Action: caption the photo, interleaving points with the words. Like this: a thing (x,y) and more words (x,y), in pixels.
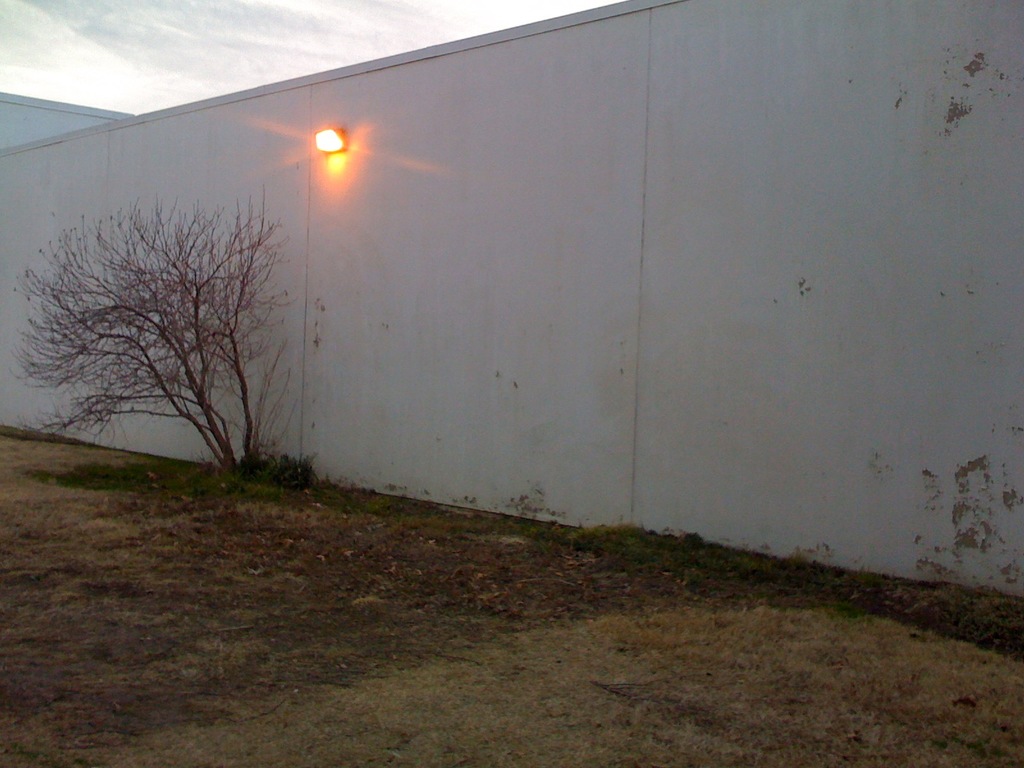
In this image we can see plants (258,401) and grass (325,743) on the ground (356,502) at the wall (340,373) and there is a light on the wall (666,9). In the background (299,61) we can see clouds (15,26) in the sky (193,62).
